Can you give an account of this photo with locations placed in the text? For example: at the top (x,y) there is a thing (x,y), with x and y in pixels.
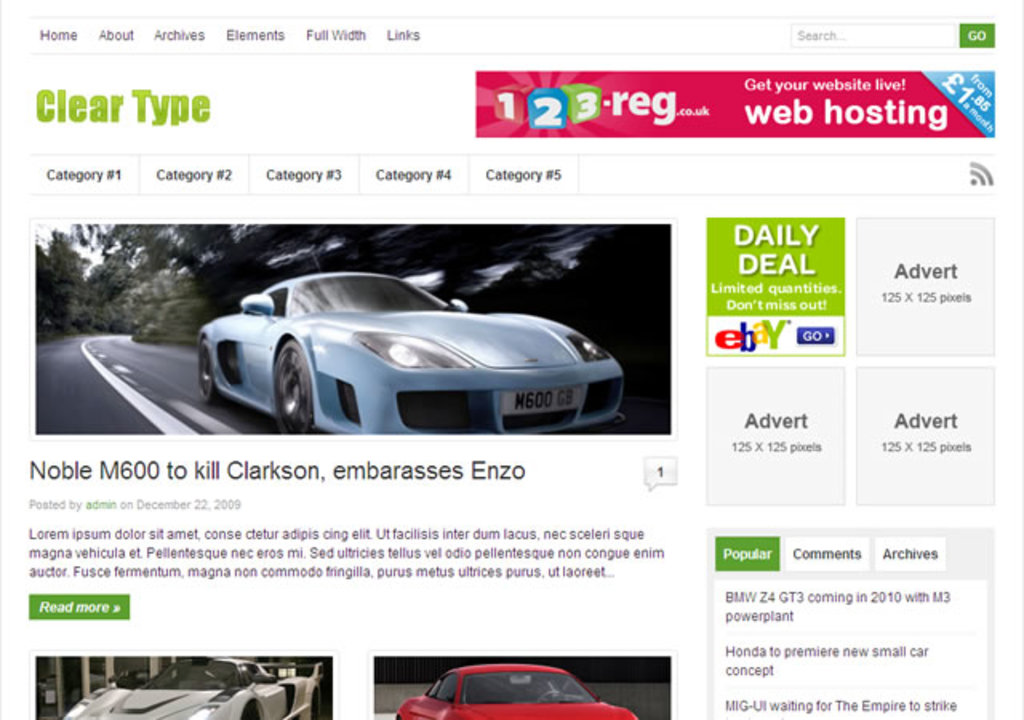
The picture consists of a website or a screenshot of a desktop. In this picture we can see text (514,539), cars (318,350) and numbers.
